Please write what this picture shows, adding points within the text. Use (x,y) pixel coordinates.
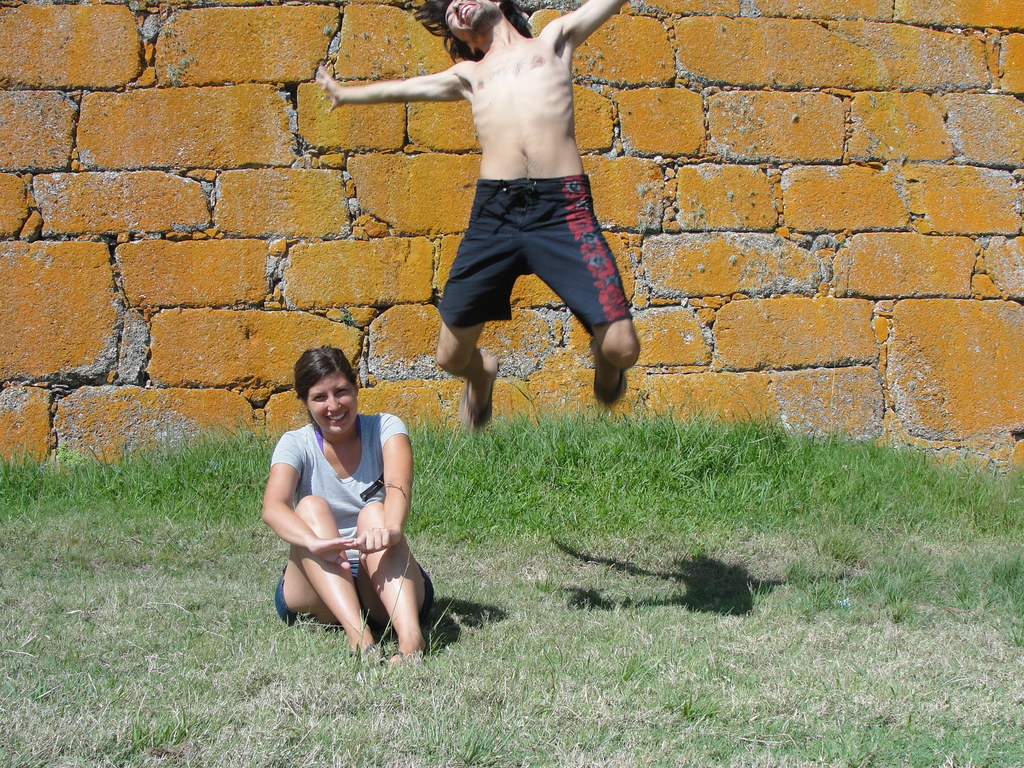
In this image, we can see two people (551,229) are smiling. Here a woman (354,483) is sitting on the grass (573,659) and man (529,224) in the air. Background (836,11) there is a wall (821,221).
